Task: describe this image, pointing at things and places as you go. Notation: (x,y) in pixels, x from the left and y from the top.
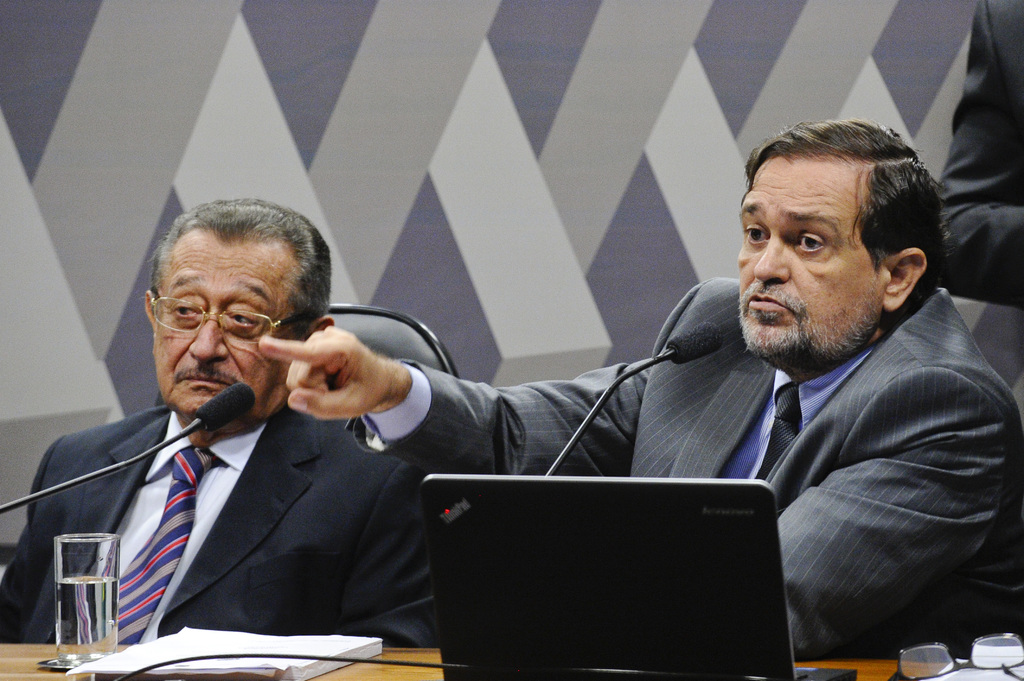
In this image two persons (325,420) are sitting on chairs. They are wearing suit (649,423). In front of them on a table (441,657) there is a laptop (578,632), glasses (948,652), paper (189,648), a glass of water (96,602) is there. The person (952,447) in the right (825,319) is pointing towards something. In the top right (982,154) we can see a hand (981,180) of a person (980,59). In the background (425,73) there is a wall (365,172).
